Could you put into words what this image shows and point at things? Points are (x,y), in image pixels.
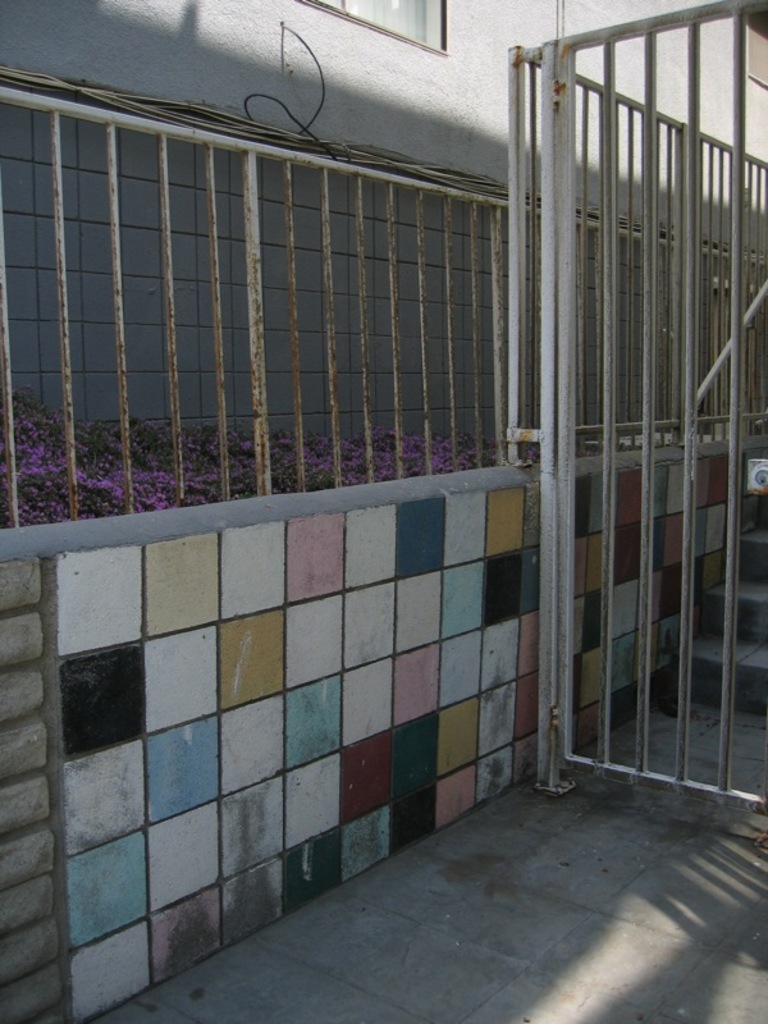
In this image I can see multi color wall (90,636), at right (564,428) and left I can see railing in white color and wall (359,86) in white color.
